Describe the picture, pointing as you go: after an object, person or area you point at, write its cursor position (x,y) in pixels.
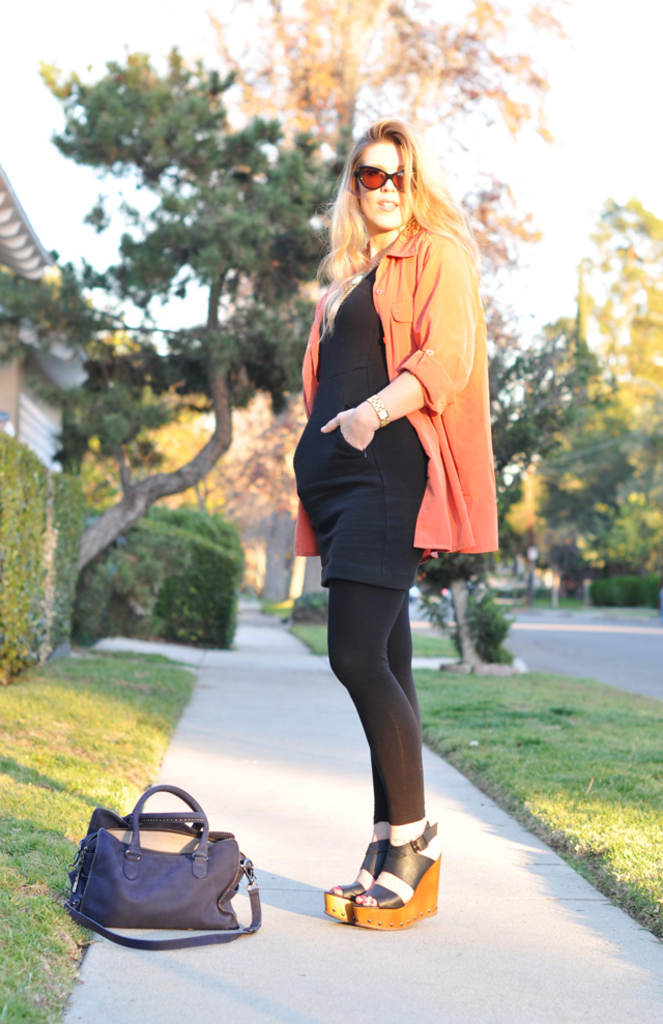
This is the picture taken in the outdoor. It is sunny. The women (407,361) in orange shirt (426,379) standing on a path (438,947) on the left side of the women (315,534) there is a black color bag (149,869). Background of the woman (355,381) is a tree (230,247) and sky (558,183).
